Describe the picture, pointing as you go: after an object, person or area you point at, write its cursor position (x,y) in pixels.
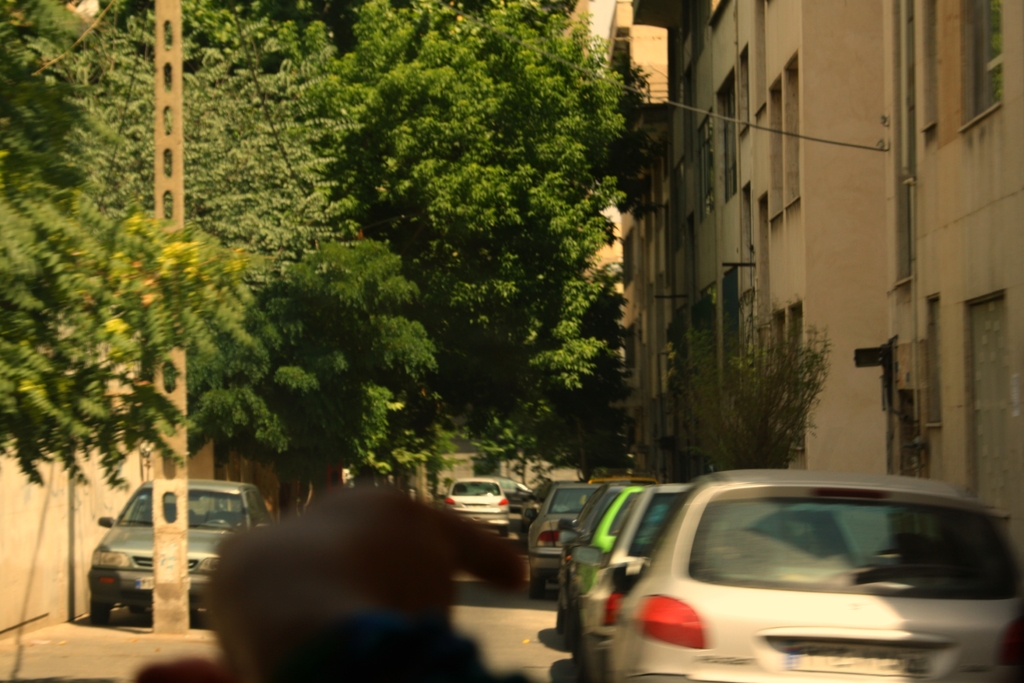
In this image we can see a few vehicles (481,482), there are some buildings (918,117), trees (321,126), wires (774,130), windows (731,123) and a pole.
